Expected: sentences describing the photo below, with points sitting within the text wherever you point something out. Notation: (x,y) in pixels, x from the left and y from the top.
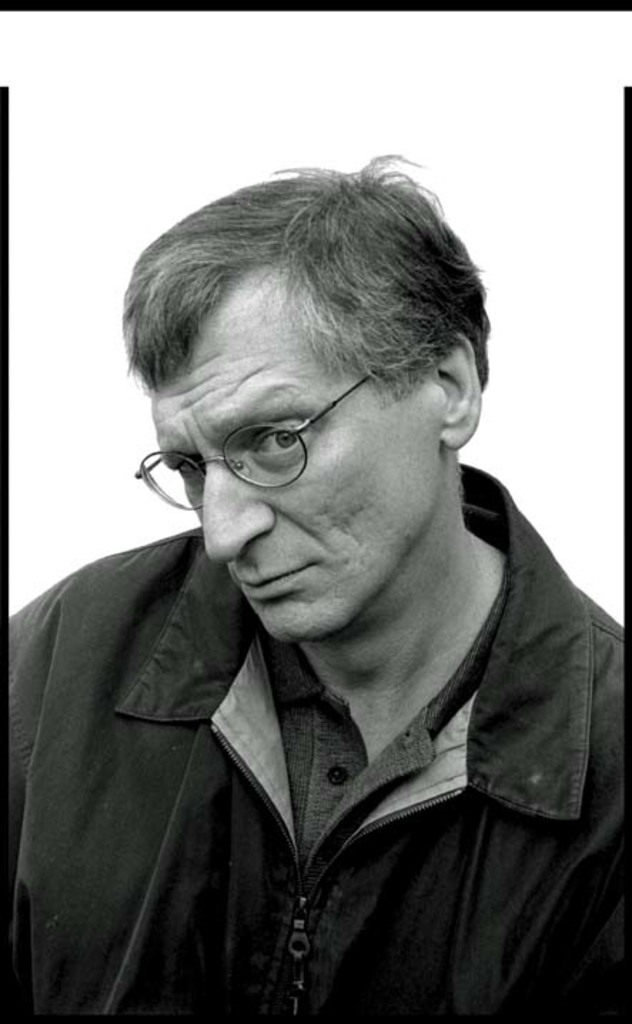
In this picture we can see a man (416,428). He wore spectacles (251,483). This is a black and white picture.
